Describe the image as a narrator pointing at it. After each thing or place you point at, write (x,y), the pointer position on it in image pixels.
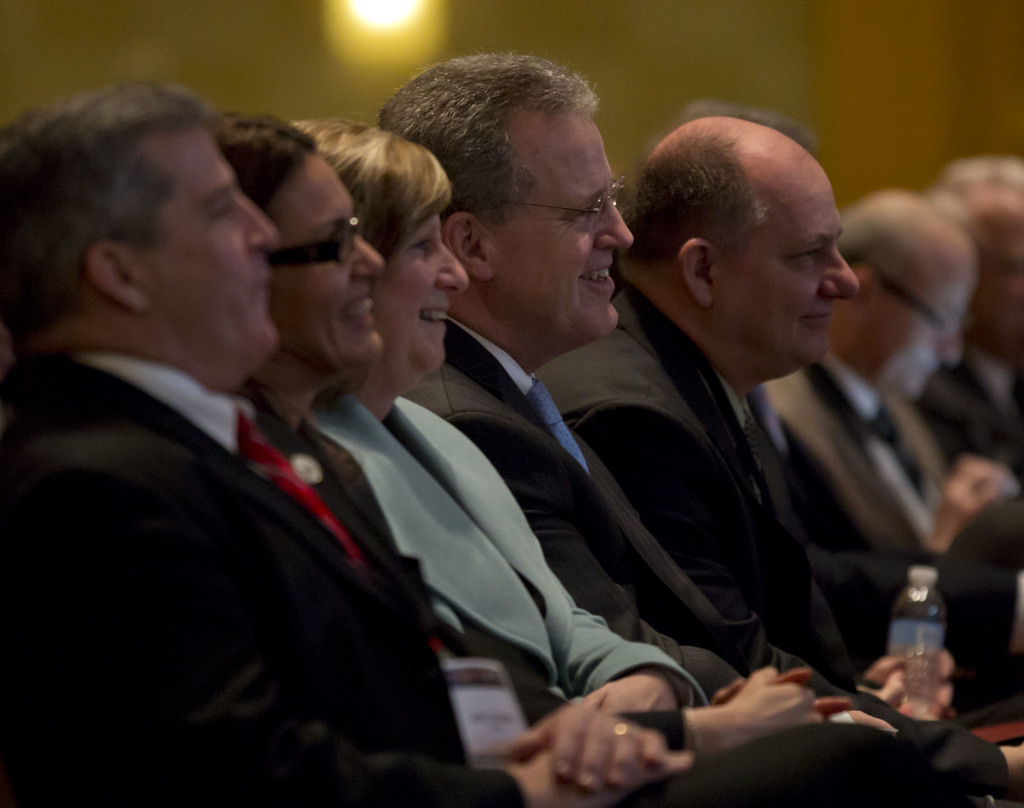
In this picture I can observe some people (389,450) sitting on the chairs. There are men (605,326) and two women (298,302). Most of them are smiling. The background (151,29) is blurred.
